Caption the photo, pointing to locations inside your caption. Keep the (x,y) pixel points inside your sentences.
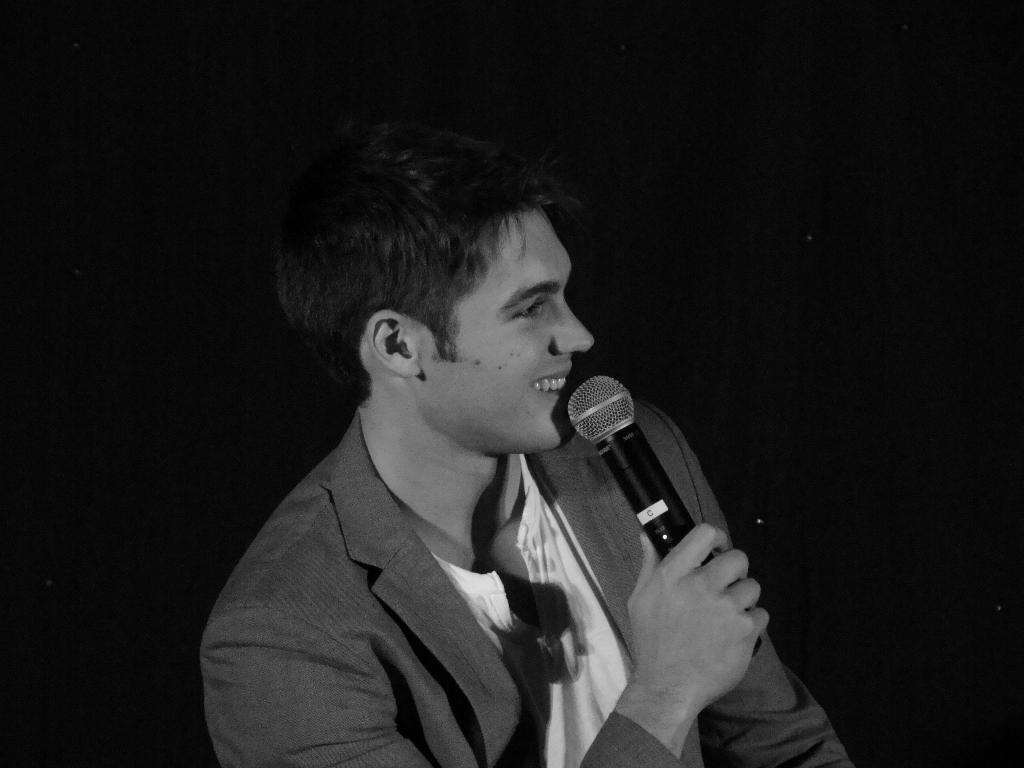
In this image I can see a man (611,564) is holding the microphone (662,518) and he is smiling. He is wearing the coat (453,725).
